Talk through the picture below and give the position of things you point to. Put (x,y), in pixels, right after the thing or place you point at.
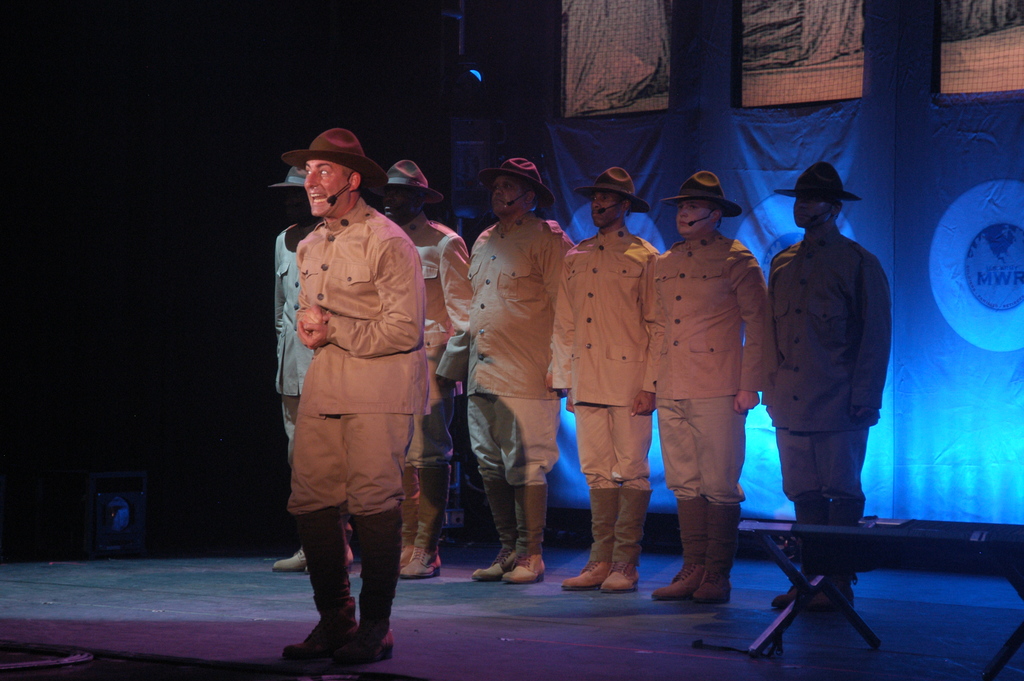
In the foreground of the image (315,255) there is a person (349,491) wearing a cap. In the background of the image (486,307) there are people (518,254) standing wearing caps (815,179). At the bottom of the image (480,624) there is floor (312,610). In the background of the image (703,164) there is a cloth (883,125). To the right side of the image (772,539) there is a bench (820,538).
